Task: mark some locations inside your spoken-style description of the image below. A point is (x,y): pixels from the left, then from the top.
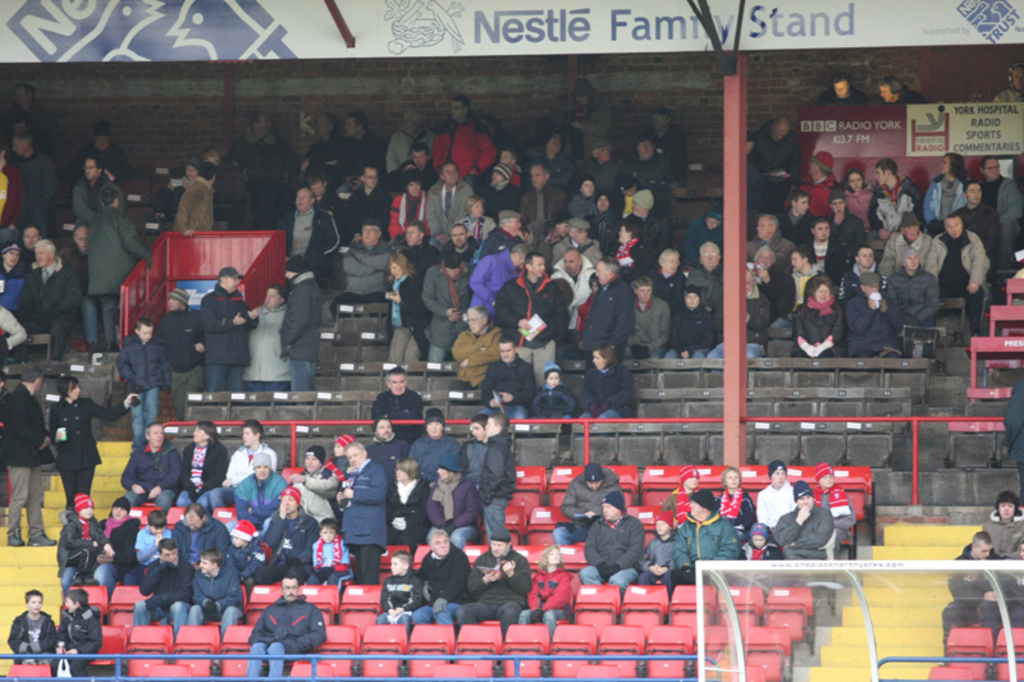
In this image there is a metal railing (360,656) at the bottom (211,678). There are chairs (517,491), people (459,484) sitting and standing, there are steps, metal pole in the foreground (673,480). There is a wall (468,94) in the background (176,135). There is text (956,34) at the top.
